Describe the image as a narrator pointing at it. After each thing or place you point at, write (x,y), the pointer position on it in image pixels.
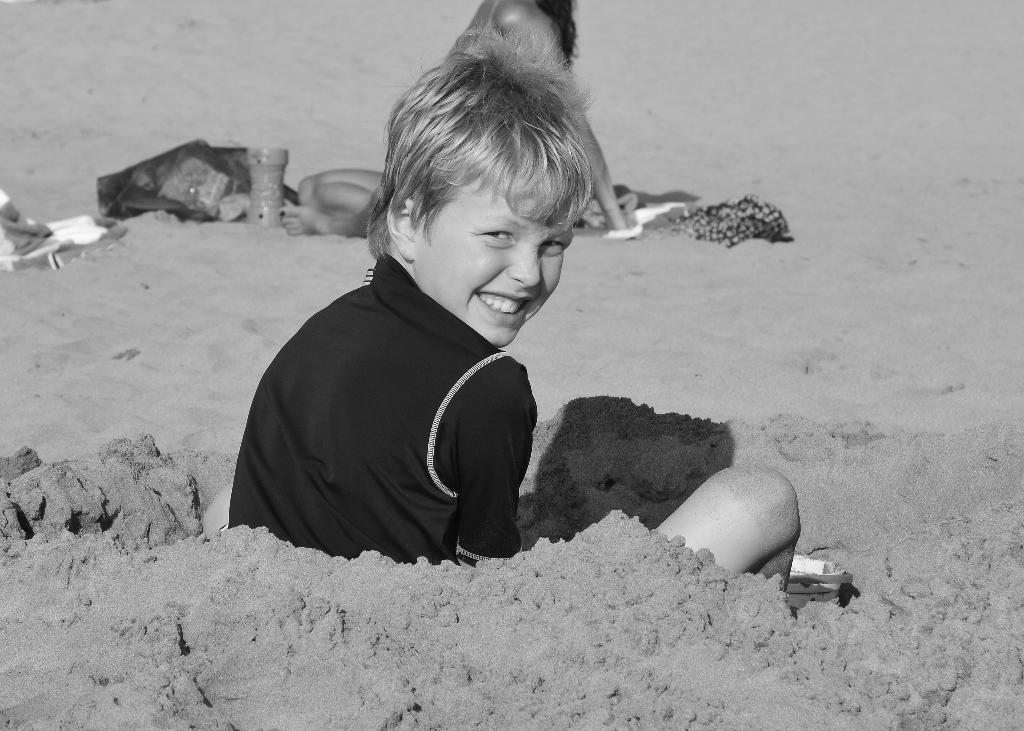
In this picture we can see a child (555,289) sitting on sand (680,387) and smiling and in the background (527,16) we can see a woman (517,2), clothes (750,208) and some objects (233,206).
